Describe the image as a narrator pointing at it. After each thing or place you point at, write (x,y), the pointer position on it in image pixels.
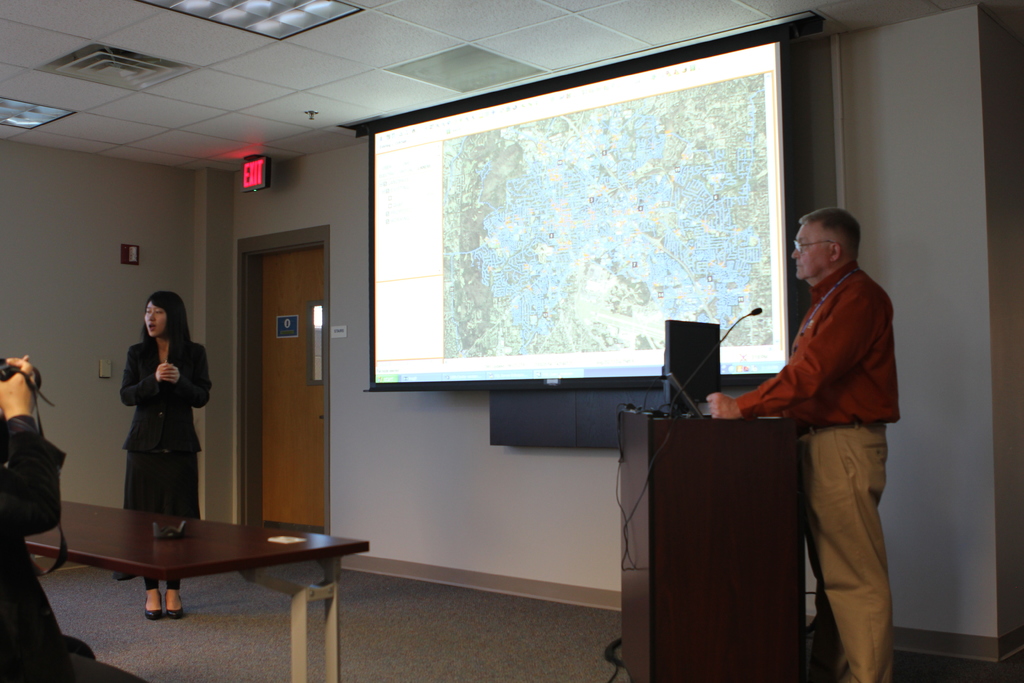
This picture is inside view of a room (576,344). In the center of the image (576,342) we can see a projector screen (599,205) is there. On the right side of the image (735,455) we can see a table (718,524). On the table (689,505) screen (680,361), mic (716,346), wires (642,409) are there. A person (847,586) is standing beside the table (781,474). On the left side of the image (198,373) we can see a lady (163,337) is standing. There is a bench (210,547), on the bench (196,539) an object (184,534) is there. A person (16,500) is holding an object (28,381). In the background of the image (278,262) we can see wall (118,197), lights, sign board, door (297,234) are present. At the bottom of the image (477,646) floor (494,616) is there. At the top of the image (495,38) roof (268,56) is present.
